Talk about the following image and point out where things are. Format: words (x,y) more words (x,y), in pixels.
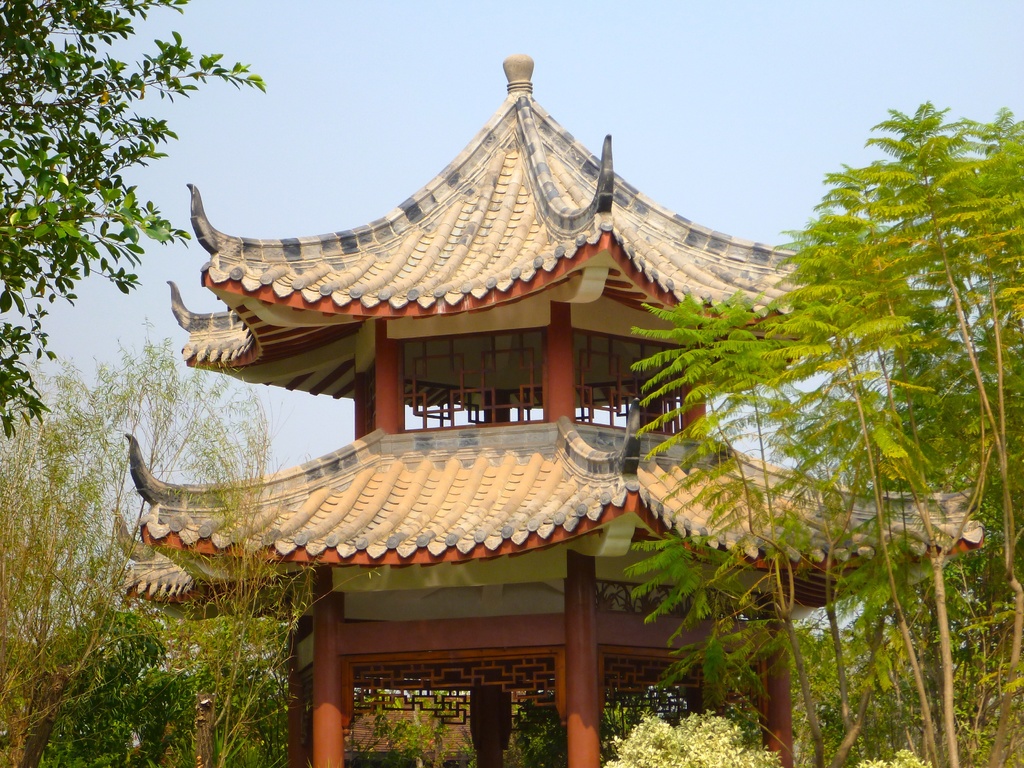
In the middle (675,392) it is a construction (505,501) and these are the trees (72,574). At the top (377,137) it's a sky (888,107).
